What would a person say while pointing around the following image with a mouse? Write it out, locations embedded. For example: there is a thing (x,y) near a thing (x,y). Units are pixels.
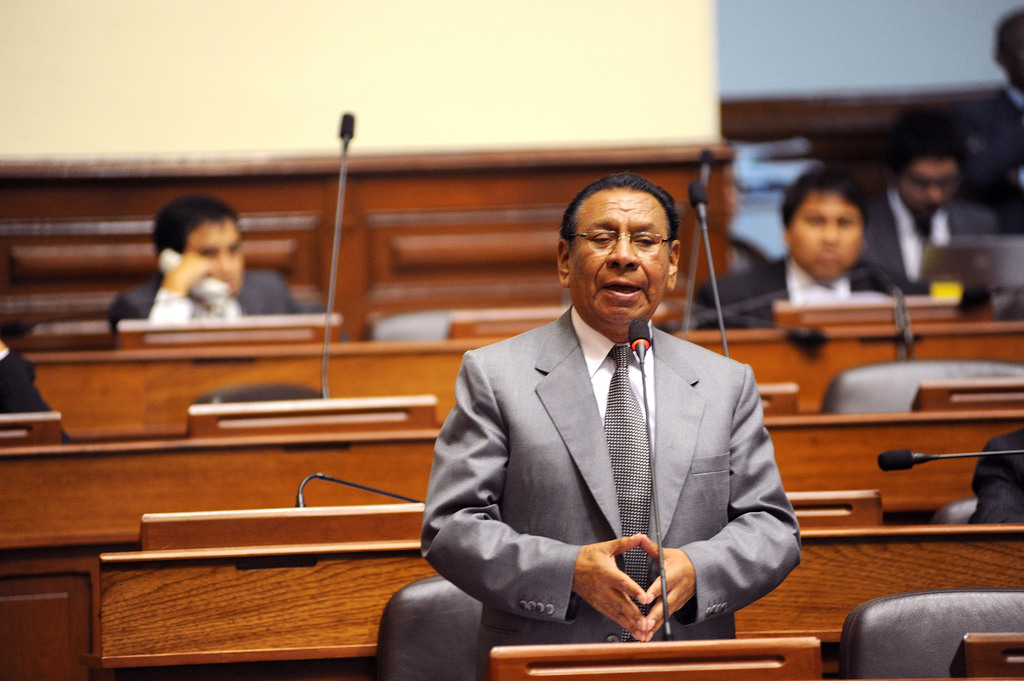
In this picture I can see a man (646,369) in front (631,417) and I see that he is wearing formal dress (596,391) and I can see a mic (640,352) in front of him. In the background (93,459) I can see the tables (67,429), chairs (289,397), few more mics (715,275) and people (978,160) and I can see the wall (402,65).
